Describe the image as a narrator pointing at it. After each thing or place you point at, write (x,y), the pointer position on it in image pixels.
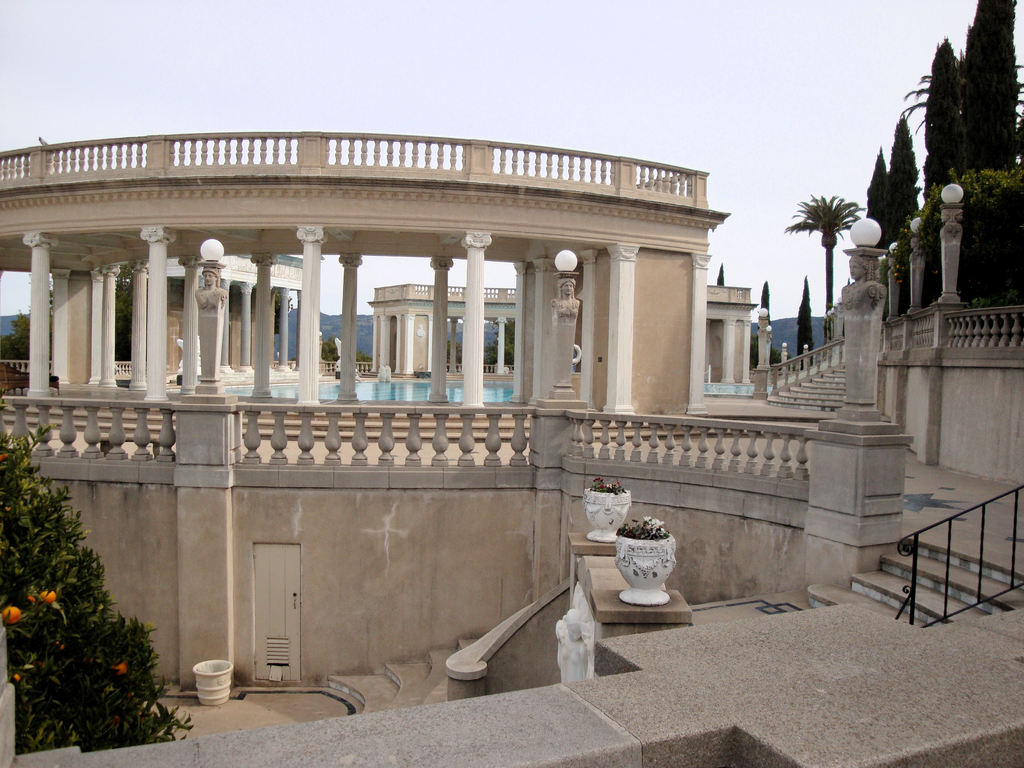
In this picture we can see monument (650,199). On the bottom left corner (117,737) there is a plant (111,703) and many fruits (12,616). Here we can see flower pot (605,499) and plants (598,487). On the right (882,211) we can see many trees (962,158) and lights (864,225). In the background (294,358) we can see mountain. in the center of the building (373,346) we can see swimming pool (457,393). On the top (574,87) we can see sky (666,52) and clouds (646,90).
